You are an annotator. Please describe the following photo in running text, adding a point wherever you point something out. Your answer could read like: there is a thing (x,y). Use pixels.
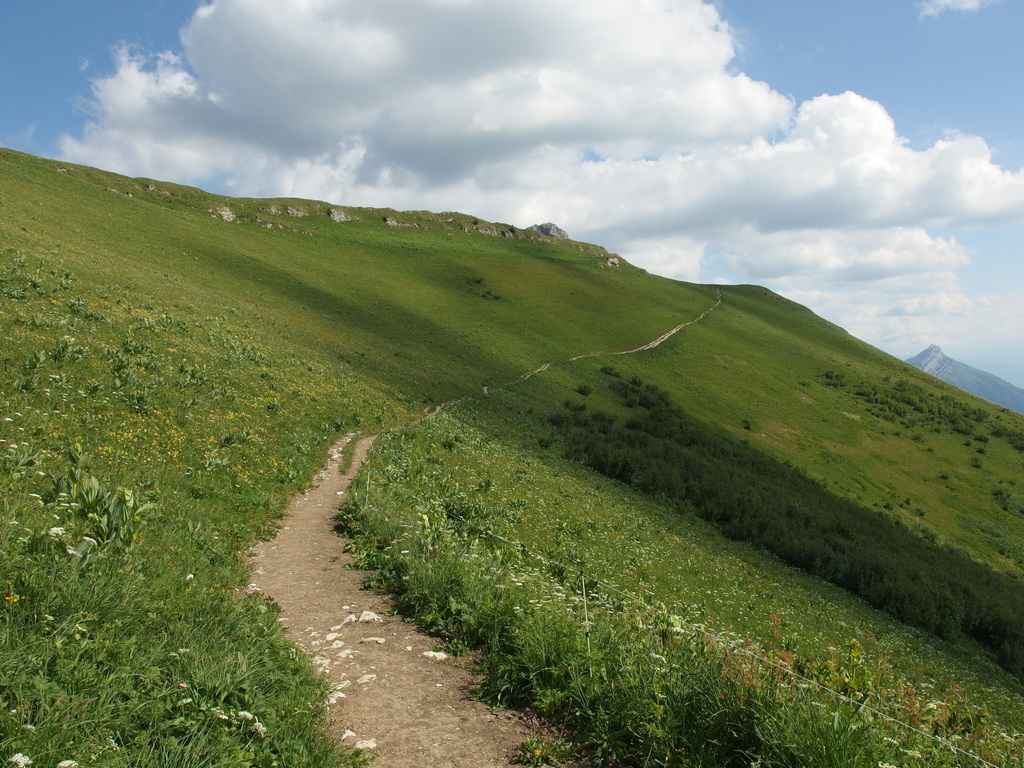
In this image there is a path (341,625) in the middle (433,415) and there's grass (454,320) on either side of path (328,524). At the bottom (94,651) there are plants (147,616). At the top (911,42) there is sky (886,41) with the clouds (812,107).
